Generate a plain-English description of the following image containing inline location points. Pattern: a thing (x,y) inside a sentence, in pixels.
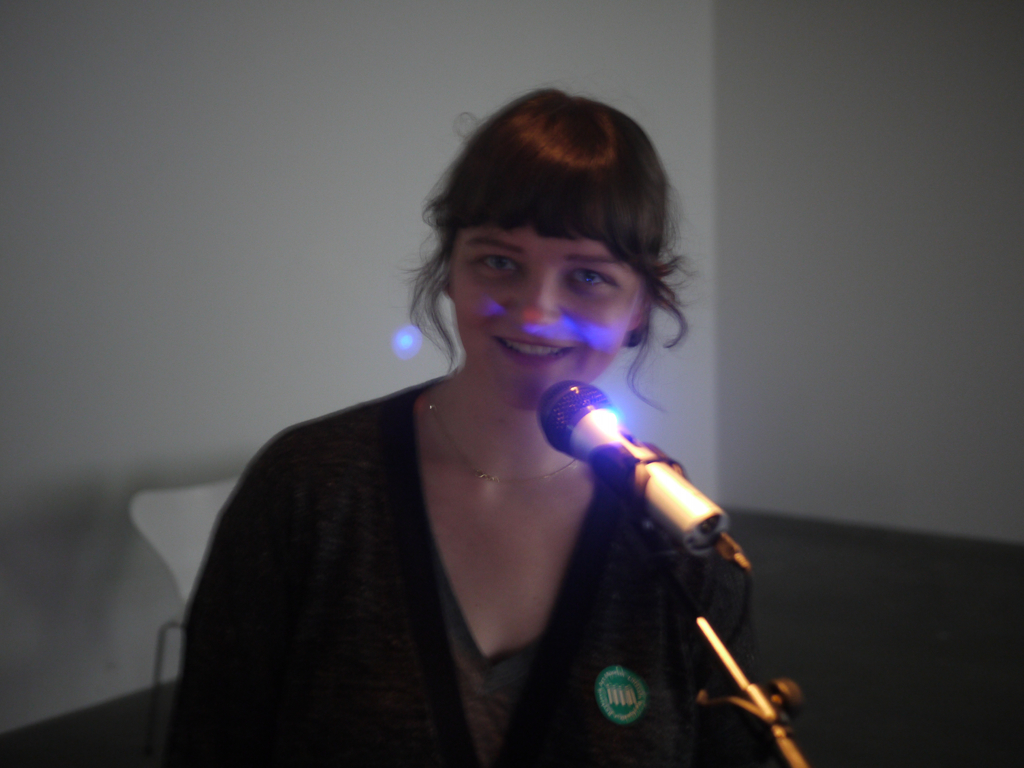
In this image, we can see a person (757,741). We can see a microphone (579,430) and the ground (850,599). We can also see the wall (802,247) and a white colored object (139,504).
